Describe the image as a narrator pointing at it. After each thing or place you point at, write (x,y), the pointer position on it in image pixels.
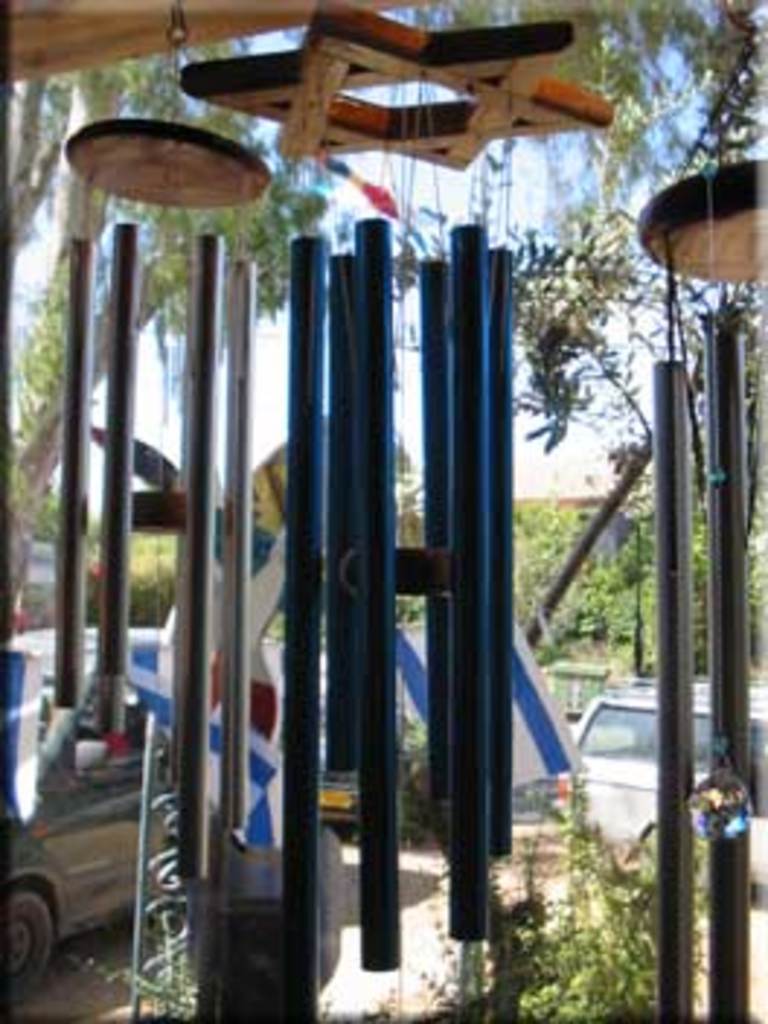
In this image we can see wooden objects (262,11), rods (195,659) and other objects (252,944). In the background of the image (569,388) there are vehicle (587,760), plants (591,875), trees (602,521), sky (695,136) and other objects (610,532).
